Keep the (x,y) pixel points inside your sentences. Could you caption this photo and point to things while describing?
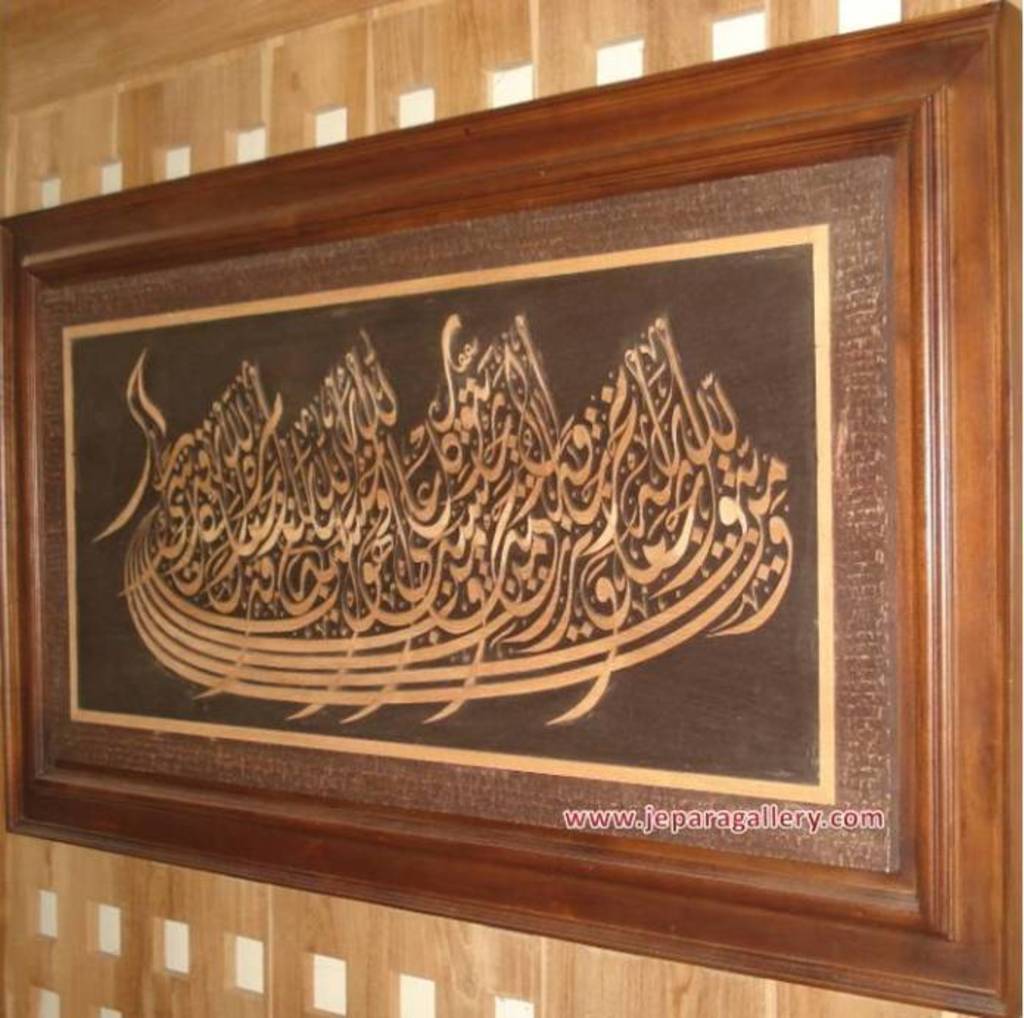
In this picture I can see a frame (538,391) on the wall (305,75) and text (728,822) at the bottom right corner of the picture (696,816).
